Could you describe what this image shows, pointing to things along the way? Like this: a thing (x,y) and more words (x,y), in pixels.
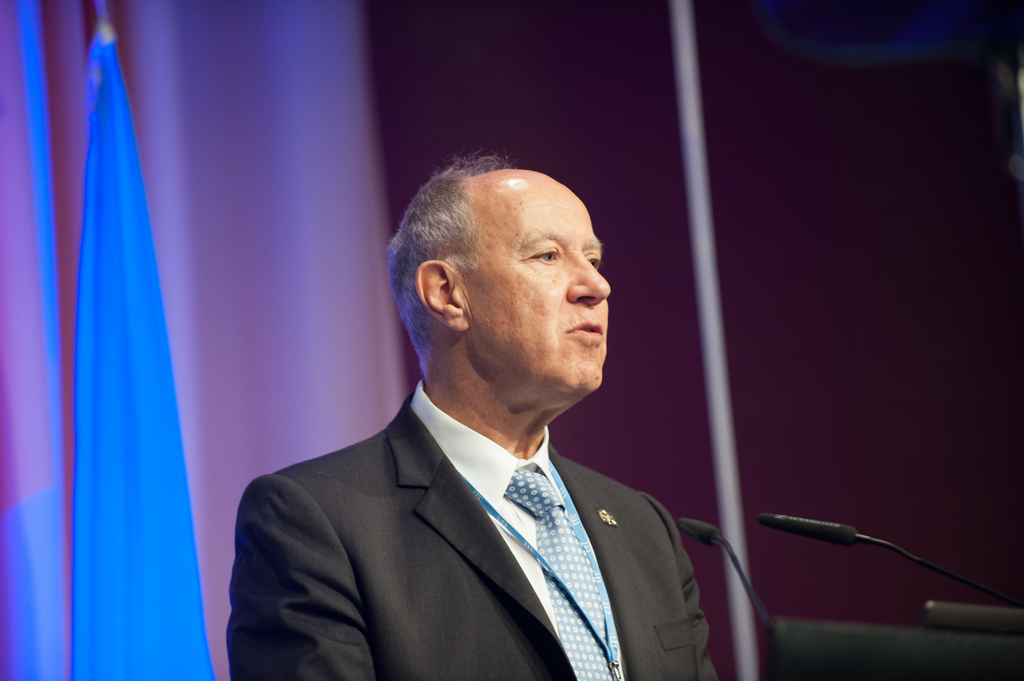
In this image in the center (555,269) there is one person (449,387), and on the right side (975,585) there are some mike's (727,549). And in the background (509,104) there is a wall (627,87) and curtains (205,266), and there is some wire (683,122).
